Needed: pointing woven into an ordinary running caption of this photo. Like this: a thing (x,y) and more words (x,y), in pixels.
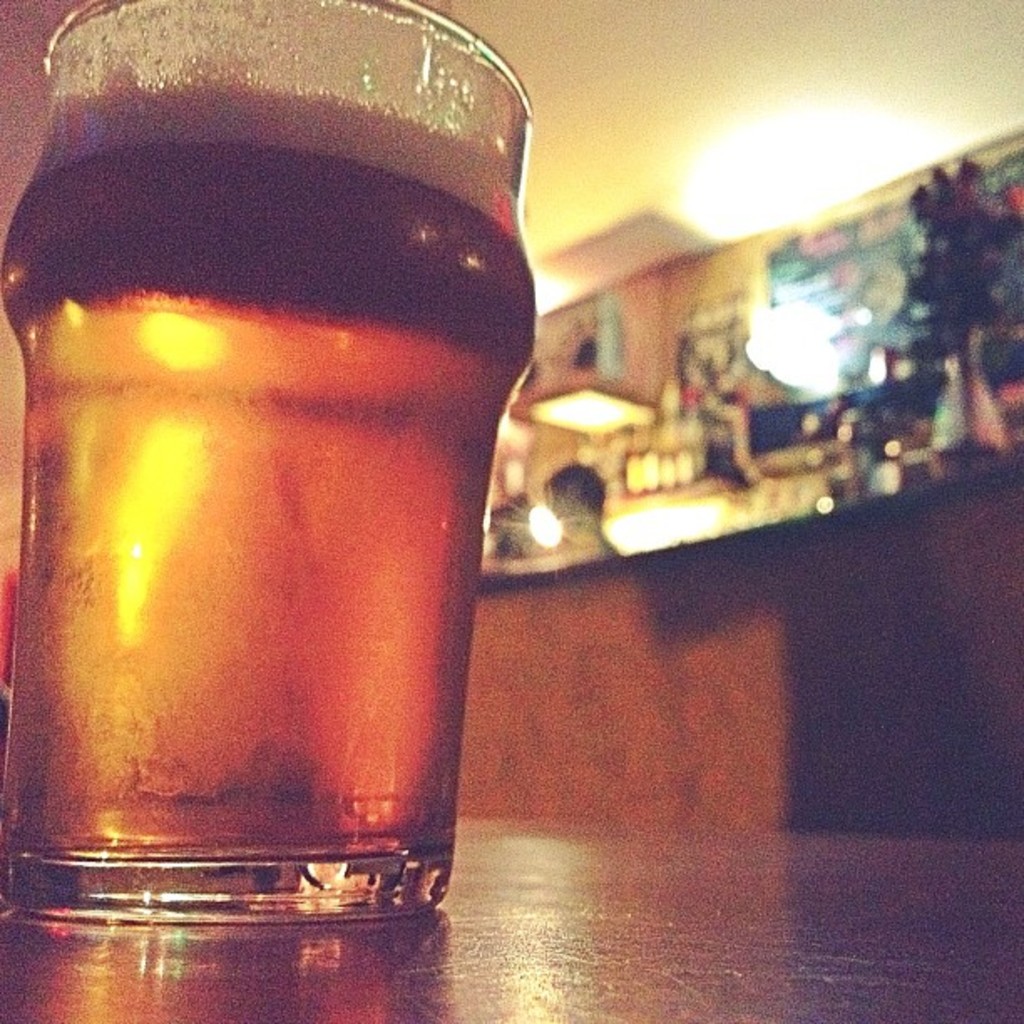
In this image I can see a glass (379,273) on the surface (692,844). Back I can see a wall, lights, flower pot (967,236) and few objects (801,419) on the table (949,466).
